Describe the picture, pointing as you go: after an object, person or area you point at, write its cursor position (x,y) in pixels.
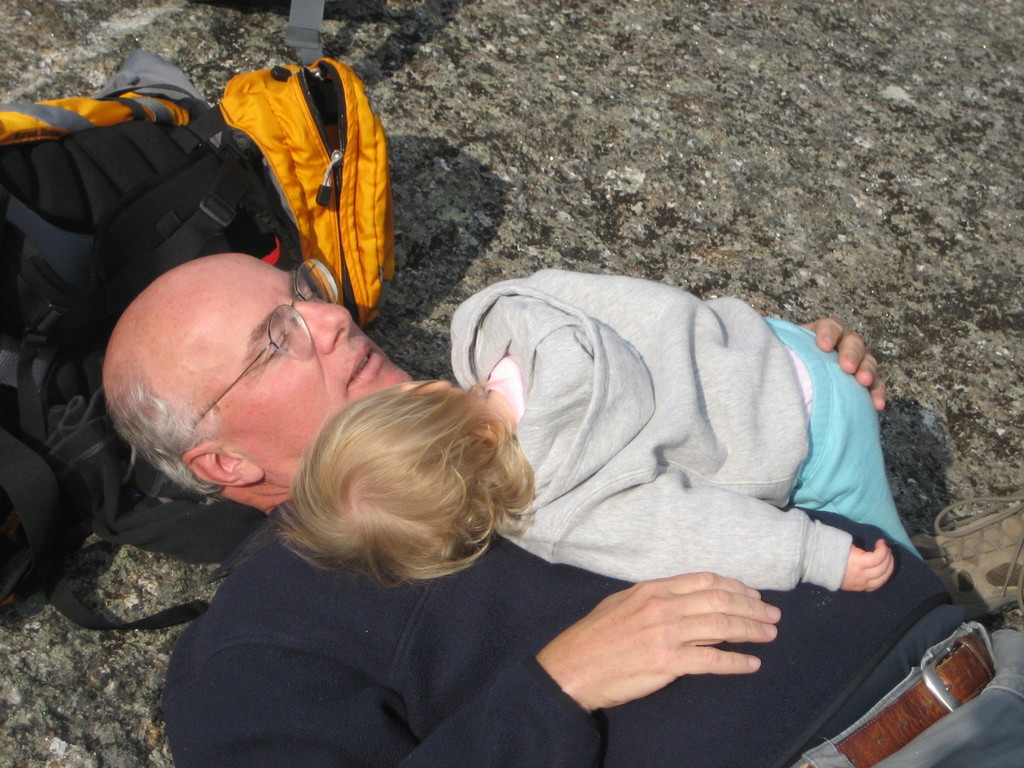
Old man (217,446) lying on the ground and holding a baby (516,411) on him, he is wearing glasses (314,272) and bag (312,114) is present near his head (315,377).
